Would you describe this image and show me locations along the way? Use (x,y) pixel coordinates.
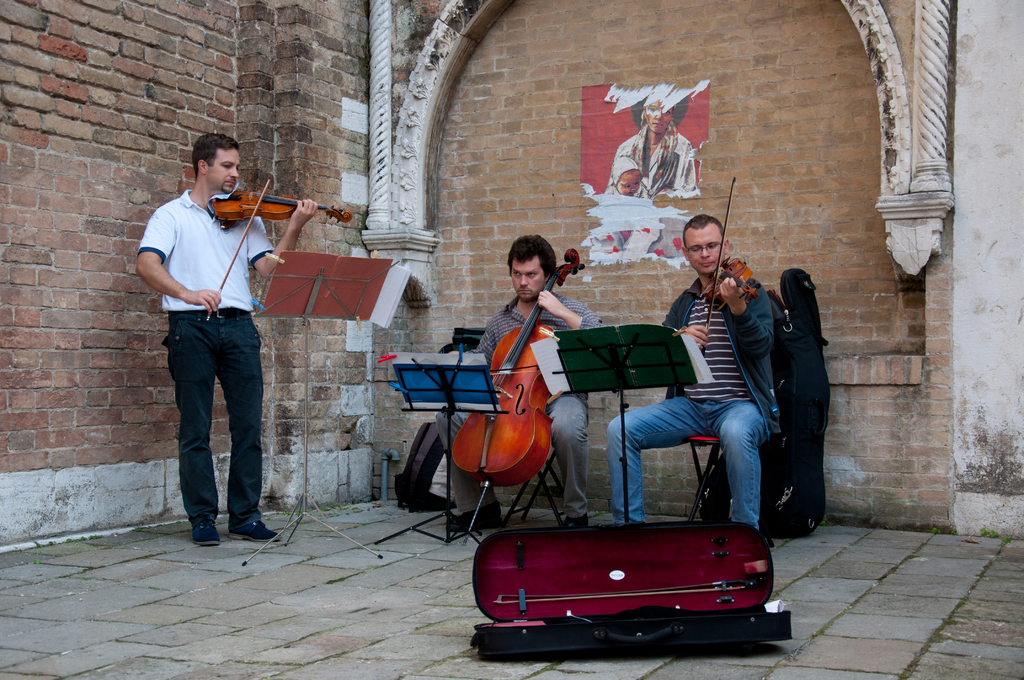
In the image are three men (721,380) playing violin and cello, one of them is standing at left side (211,417) corner and two of them sat in the middle (611,404) and this place seems to be of a old building (765,58), there is a box (590,582) in front of them.
